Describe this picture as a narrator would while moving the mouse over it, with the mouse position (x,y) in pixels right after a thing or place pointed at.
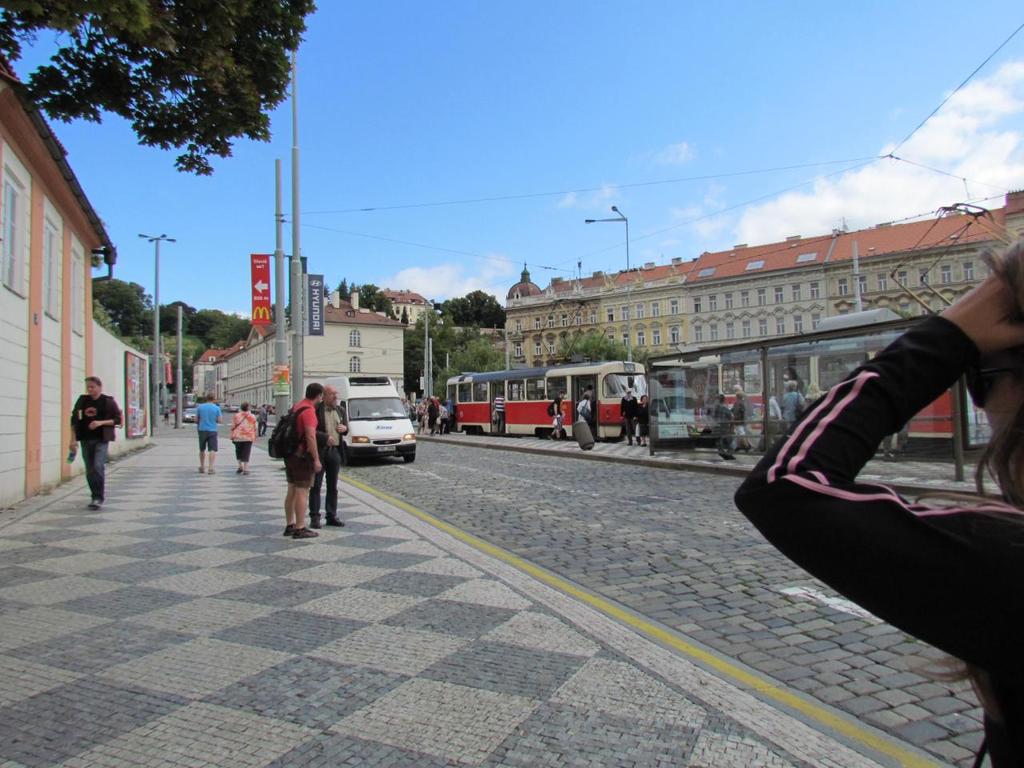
In this image I can see the road (658,539), few vehicles (609,396) on the road (649,528), number of persons (326,456) standing on the side walk (303,581), few poles (293,196), few sign boards (257,281) attached to the poles (277,281), few trees (234,15) and few buildings (545,357). In the background (689,150) I can see the sky (617,165).
